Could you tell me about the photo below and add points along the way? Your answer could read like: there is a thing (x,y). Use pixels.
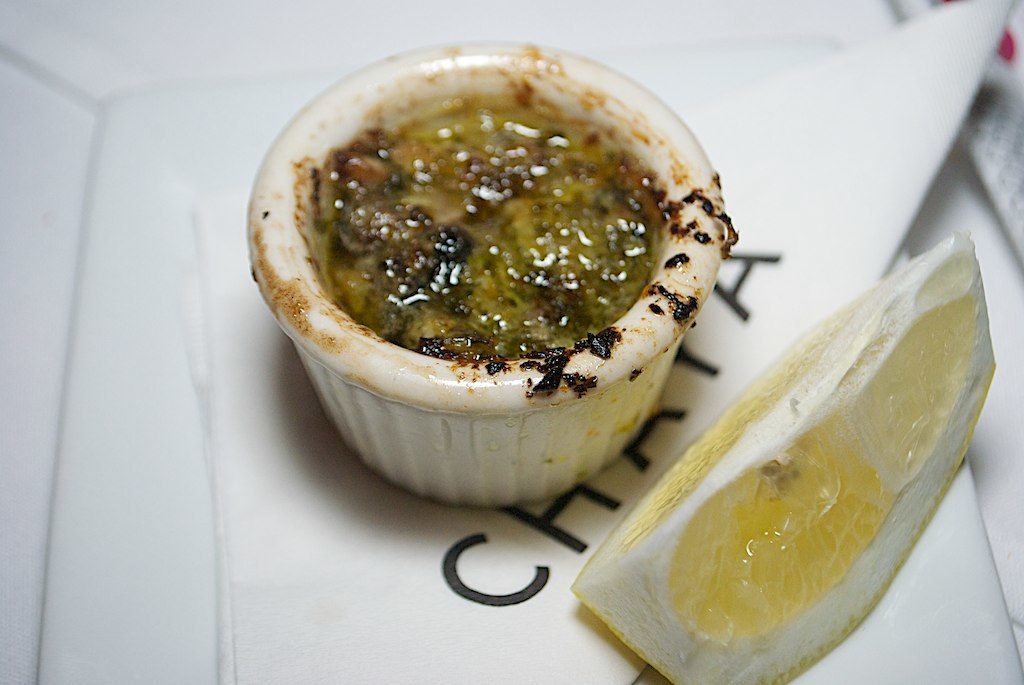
In the center of the image (523,243) we can see food (523,243) in a cup (525,251) and lemon (787,505) placed on the paper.
